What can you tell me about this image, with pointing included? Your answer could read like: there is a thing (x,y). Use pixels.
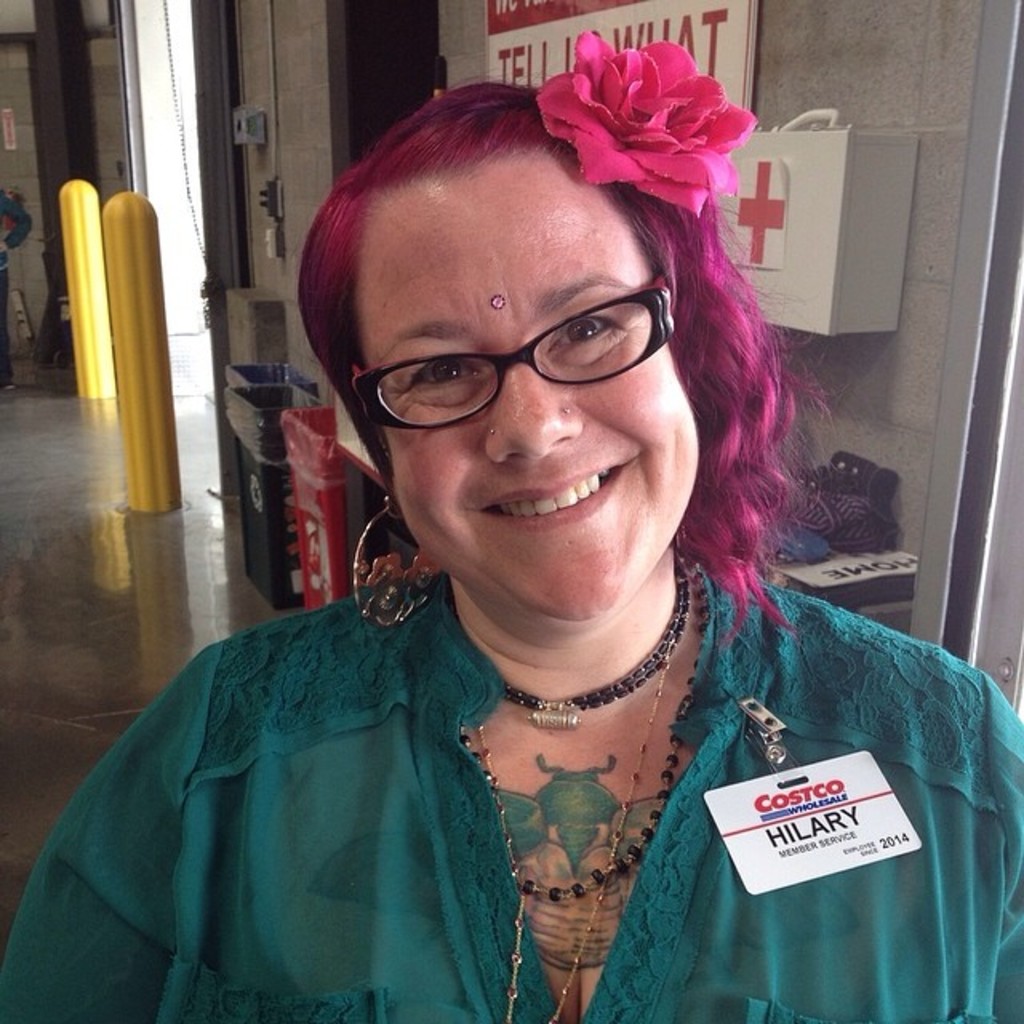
In this picture we can see a woman (634,806) with a tag (809,863). Behind the woman (675,753), there are plastic containers (252,449), a first aid box (794,250) and an object (794,547). At the top of the image (562,43), there is a board (630,35) attached to the wall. On the left side of the image (159,382), there are two yellow objects (127,340) and some other objects (60,240) and it looks like a person (20,214) standing on the floor (20,397).
